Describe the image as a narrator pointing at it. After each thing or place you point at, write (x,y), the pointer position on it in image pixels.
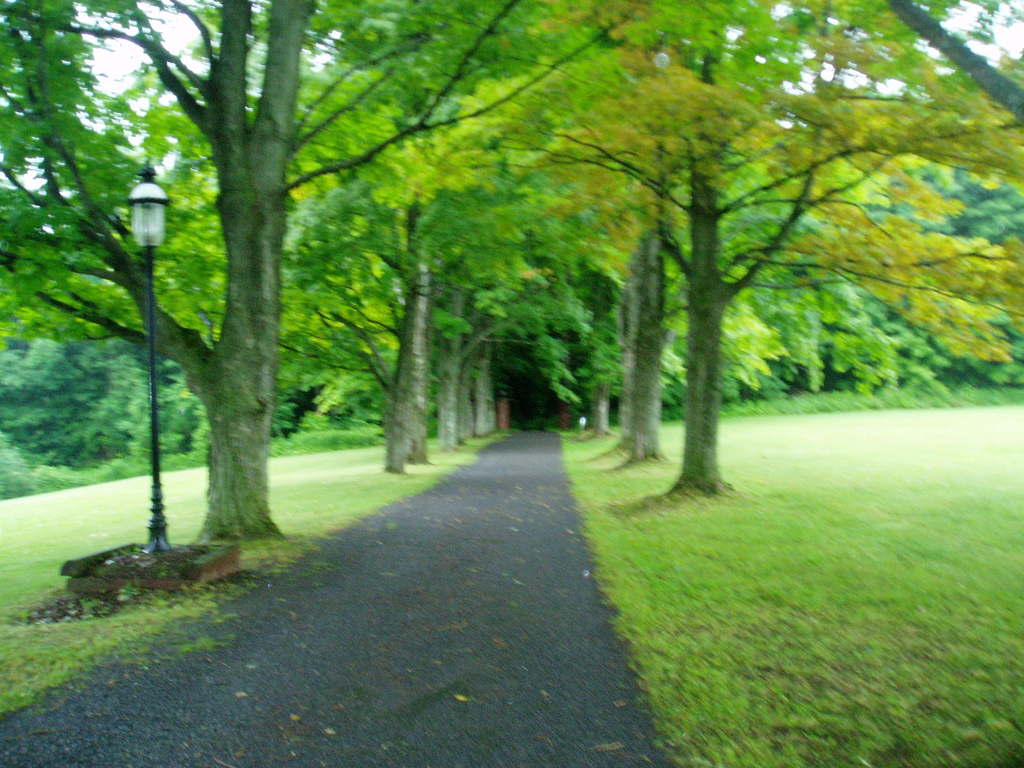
In this image there is a road (413,602) in the middle (490,482). There are trees (481,365) on either side of the road (412,615). On the left side (145,243) there is a light pole (150,385). On the ground (807,546) there is grass (835,570).
